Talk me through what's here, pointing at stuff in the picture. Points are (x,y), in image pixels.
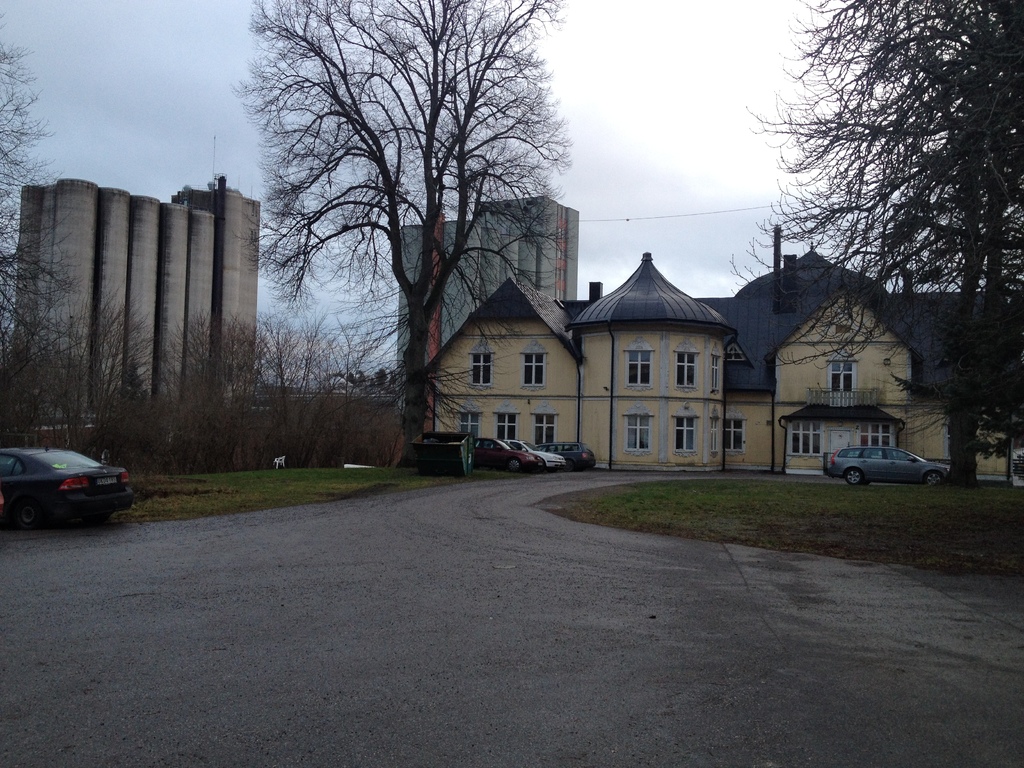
In this image we can see building (594,374) with windows (522,374), vehicles (550,455), trees (382,320), pillars (81,260) and we can also see the sky (65,106).
